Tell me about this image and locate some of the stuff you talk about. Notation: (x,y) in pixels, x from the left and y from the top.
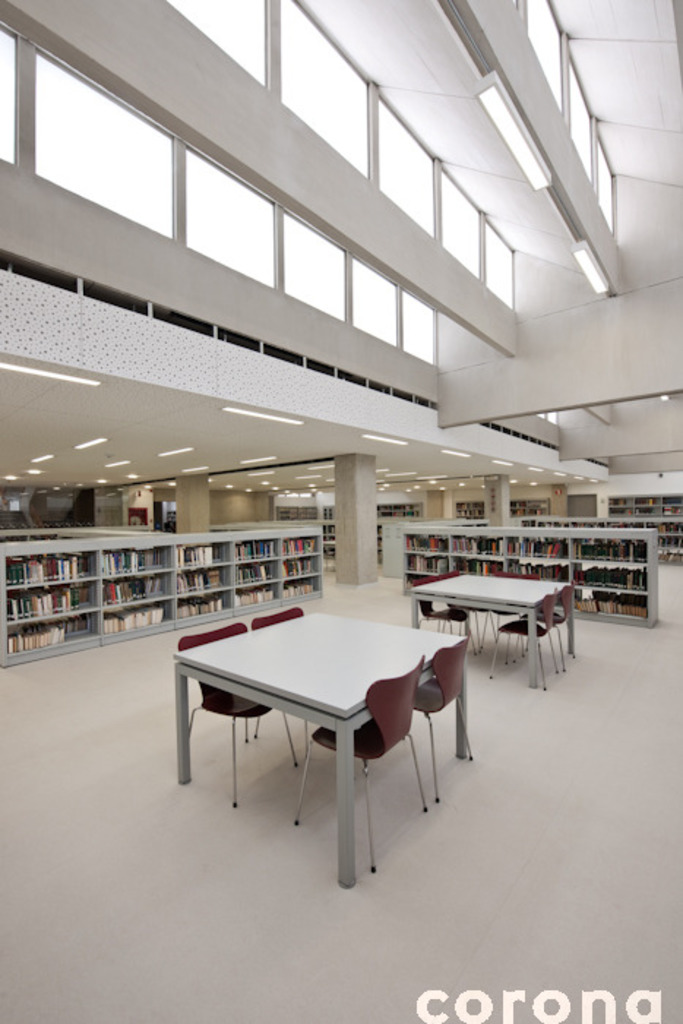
In this image it looks like inside of the building (534,438). There is a table (430,652) and chairs (453,608) on the floor (333,600). And there are cupboards (174,586) and books (483,542) in it. At the top (447,66) there is a ceiling (260,423) and lights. And there are glasses (386,129) to the ceiling (446,479).
